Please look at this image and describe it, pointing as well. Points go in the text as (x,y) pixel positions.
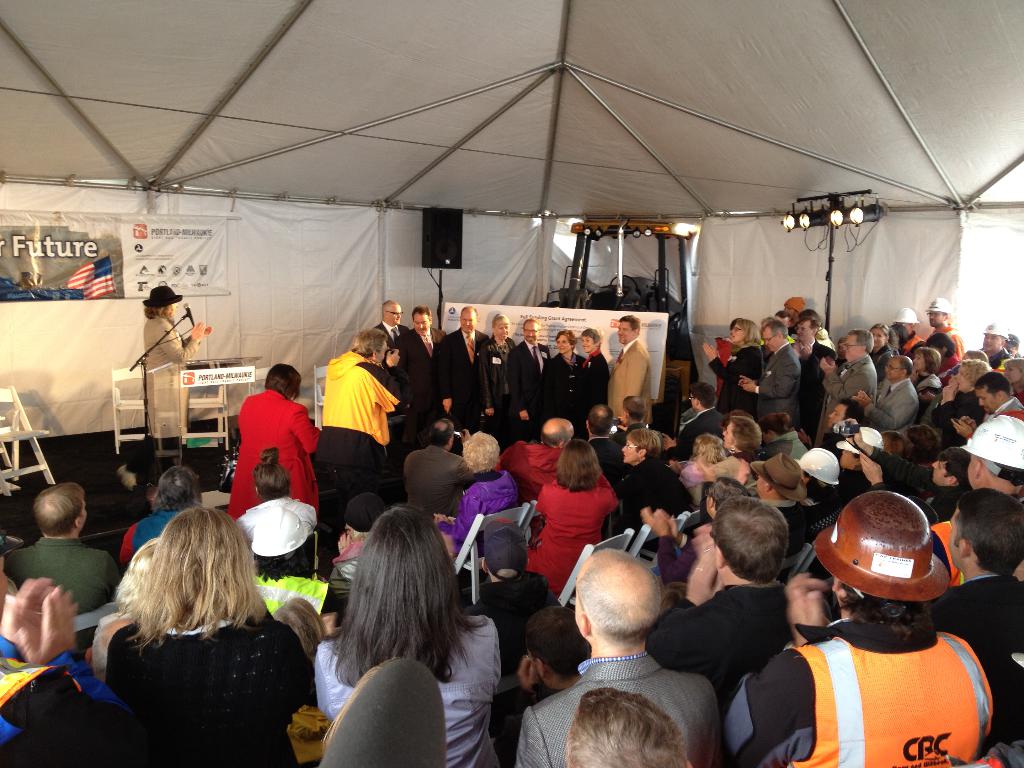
In this image few persons (614,601) are sitting on the chairs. Few persons (530,337) are standing on the stage (91,462). A person (162,432) wearing a cap (162,302) is standing. Before him there is a mike stand (147,362). There are few chairs (15,444) on the stage (63,455). They are under a tent (768,200). Behind the persons (625,330) there is a banner (570,321). Behind it there is a vehicle (622,266). There is a sound speaker (440,258) attached to the stand (440,300). Right side (825,213) few lights (808,215) are attached to the stand (827,322). Right bottom there is a person (870,573) wearing a helmet (882,578).
